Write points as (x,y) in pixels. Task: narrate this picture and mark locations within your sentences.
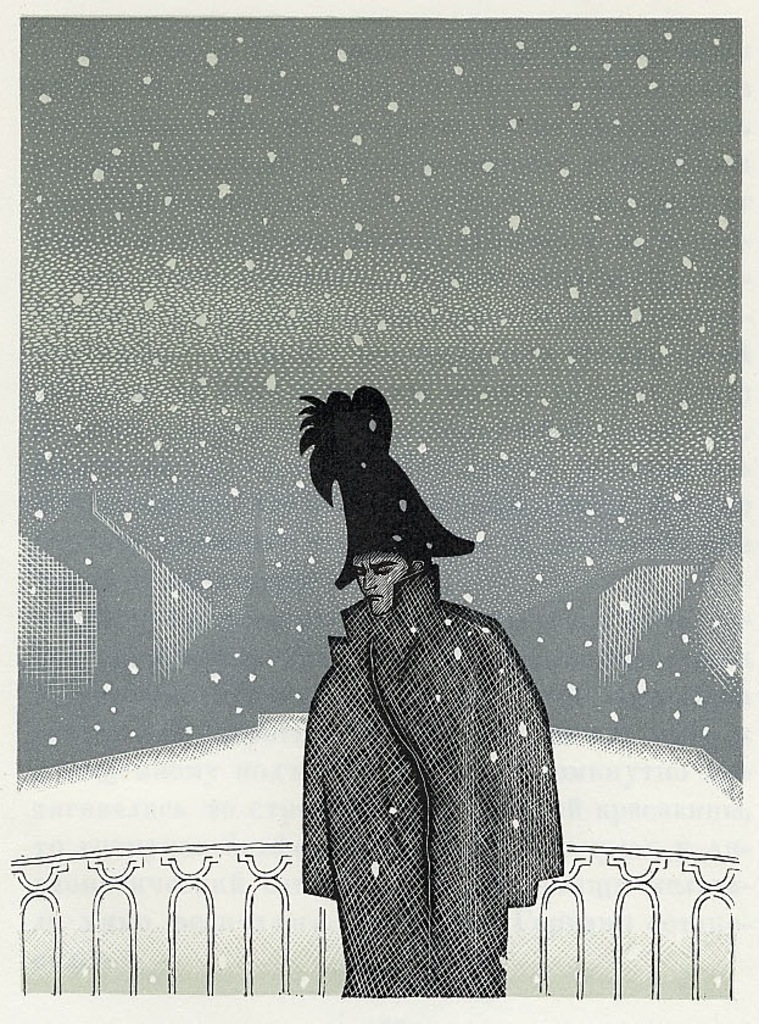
In this image, we can see a cartoon (388,698) wearing clothes (512,682) and hat (413,508).
